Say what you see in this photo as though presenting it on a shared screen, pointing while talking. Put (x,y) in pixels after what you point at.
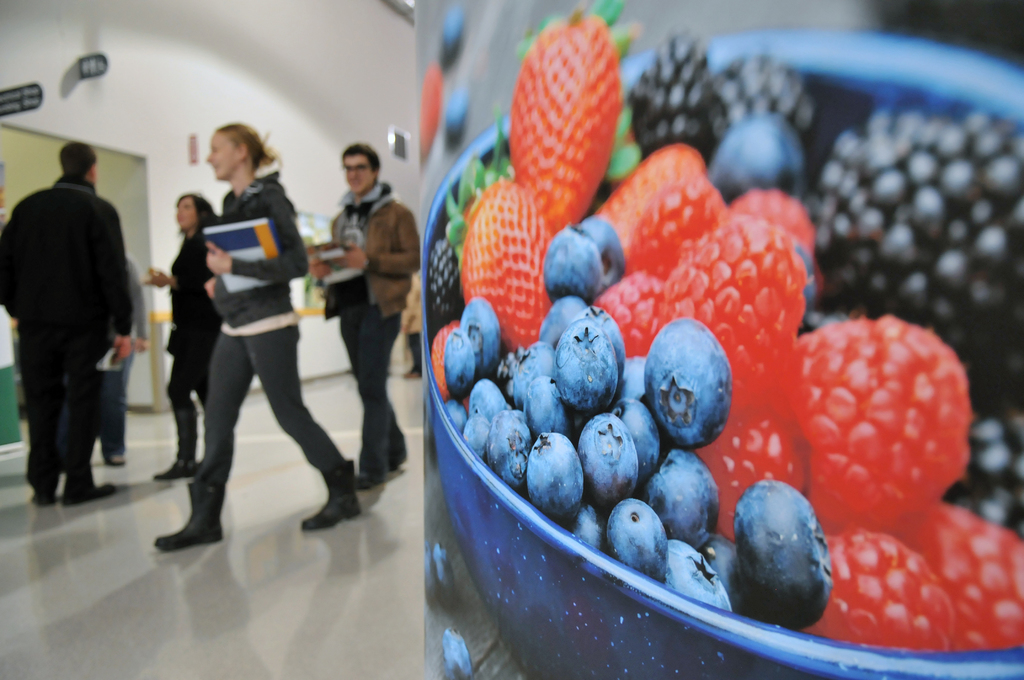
In this picture we can see some people (243,358) are walking and some people (110,291) are standing on the path (245,410). On the right side of the people (372,180) it is looking like a banner (634,369), and in the banner (432,509) there are fruits (647,397) in the bowl (590,609). Behind the people (251,323) there is a wall (206,84) with boards (20,90).
